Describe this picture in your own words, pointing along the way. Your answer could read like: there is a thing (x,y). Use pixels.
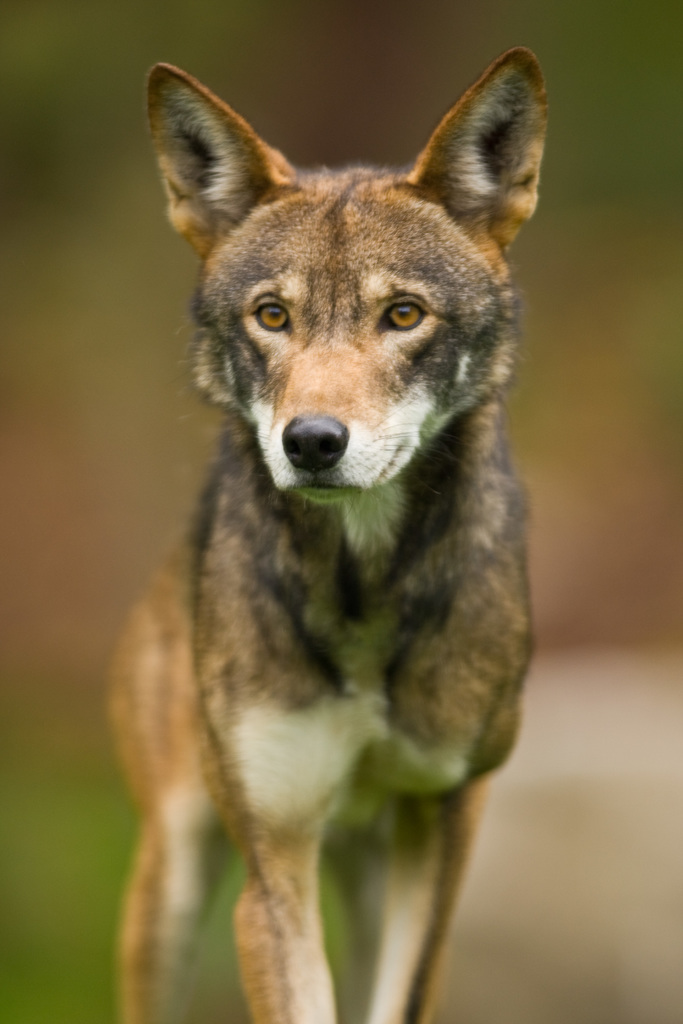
This image consists of a dog (332,662) in brown color. The background (139,147) is blurred.
